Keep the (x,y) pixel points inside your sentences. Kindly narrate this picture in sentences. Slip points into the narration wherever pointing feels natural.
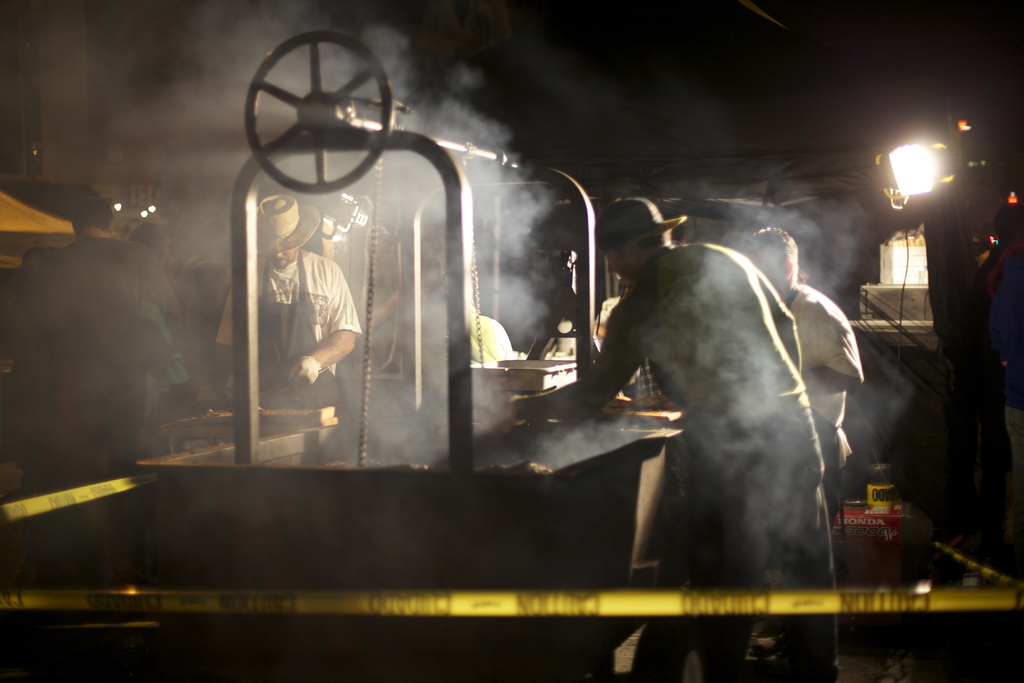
In this image we can see an outdoor barbecue (585,355) at night. In this image we can see some people (698,329) working on some equipments (421,344) and other objects (566,357). At the bottom of the image (349,602) there is a yellow color caution tape (1015,607). In the background of the image (706,211) there is a light (911,165) and other objects (875,337).
